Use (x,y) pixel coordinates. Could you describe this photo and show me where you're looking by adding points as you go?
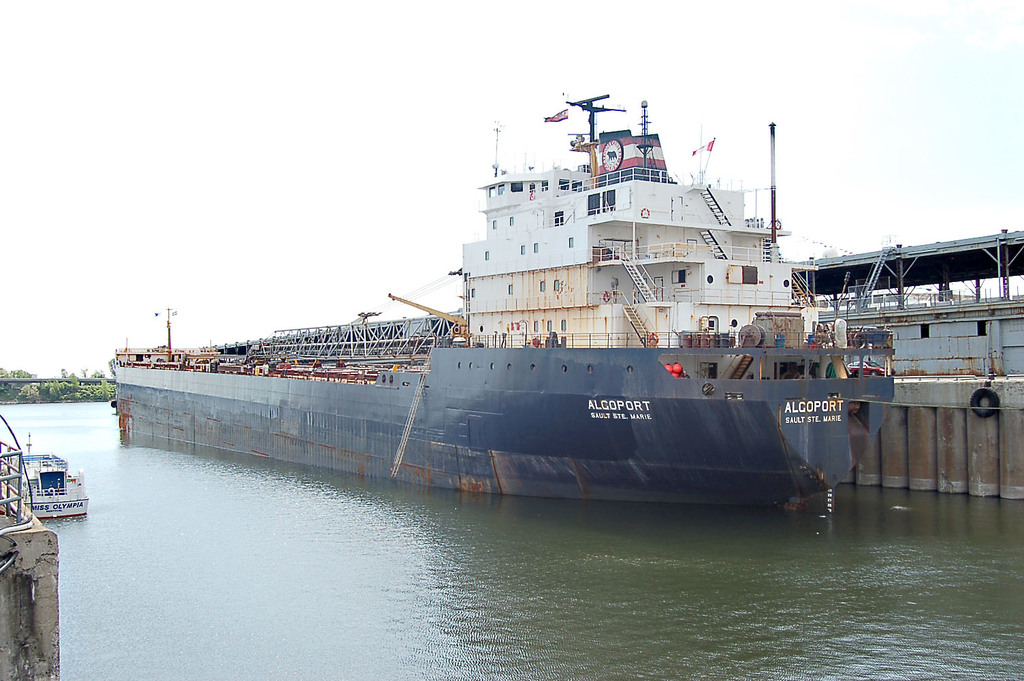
In this image we can see there are ships (653,353) on the water (200,562). And there are trees (77,395), pole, fence (595,333) and a wall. At the top (86,141) there is a sky (392,123).
